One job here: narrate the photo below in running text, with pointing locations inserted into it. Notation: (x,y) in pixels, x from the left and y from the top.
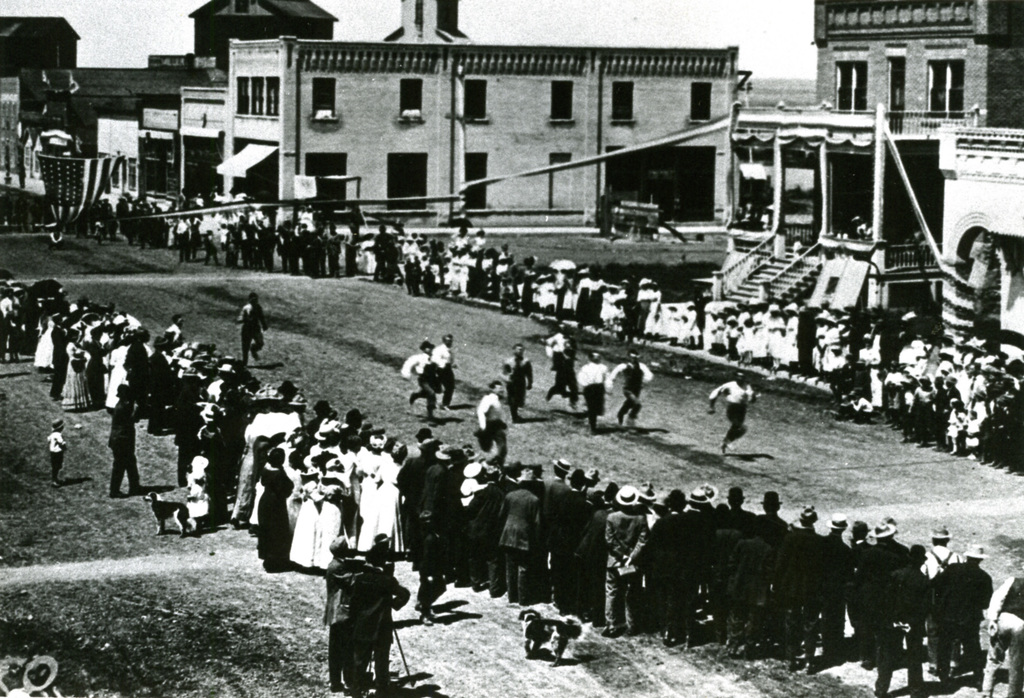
In this black and white image there are a few people (518,361) running on the ground (753,452), on the other sides of them there are so many spectators (817,346). In the background (335,122) there are buildings (757,179) and a sky (741,25).
